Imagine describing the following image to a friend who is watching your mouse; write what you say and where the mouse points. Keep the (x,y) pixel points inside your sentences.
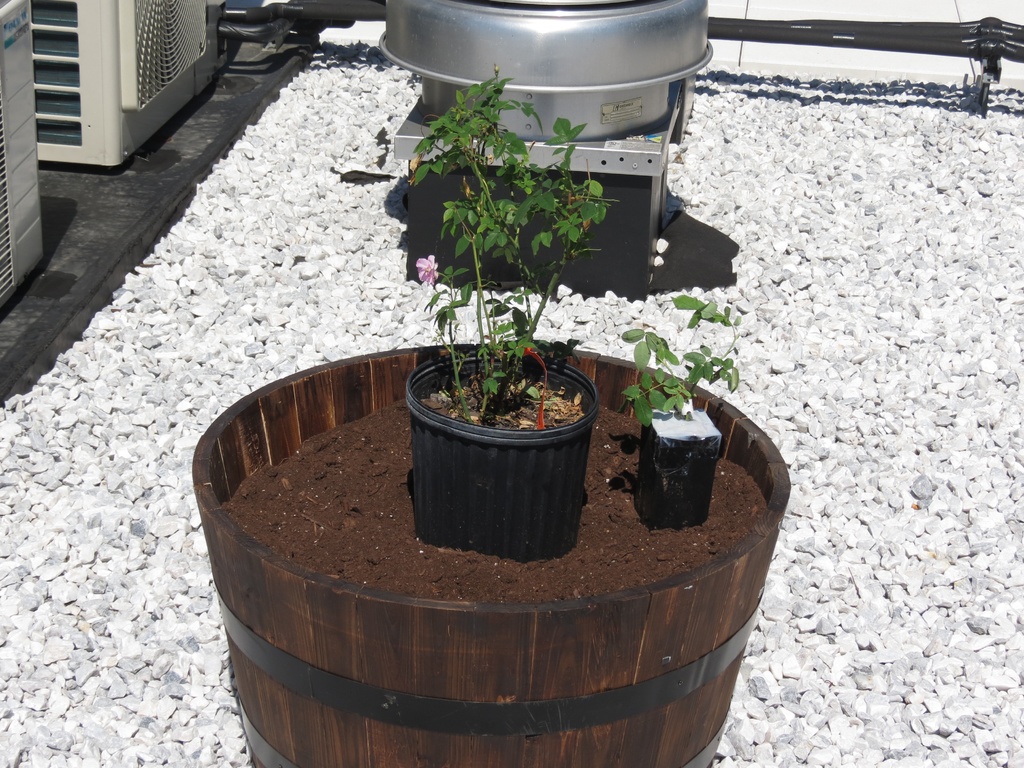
In this picture there are plants (455,364) in the center of the image (477,301) and there is a container (663,120) at the top side of the image (433,22), there is pebbles floor (254,151) in the image.
